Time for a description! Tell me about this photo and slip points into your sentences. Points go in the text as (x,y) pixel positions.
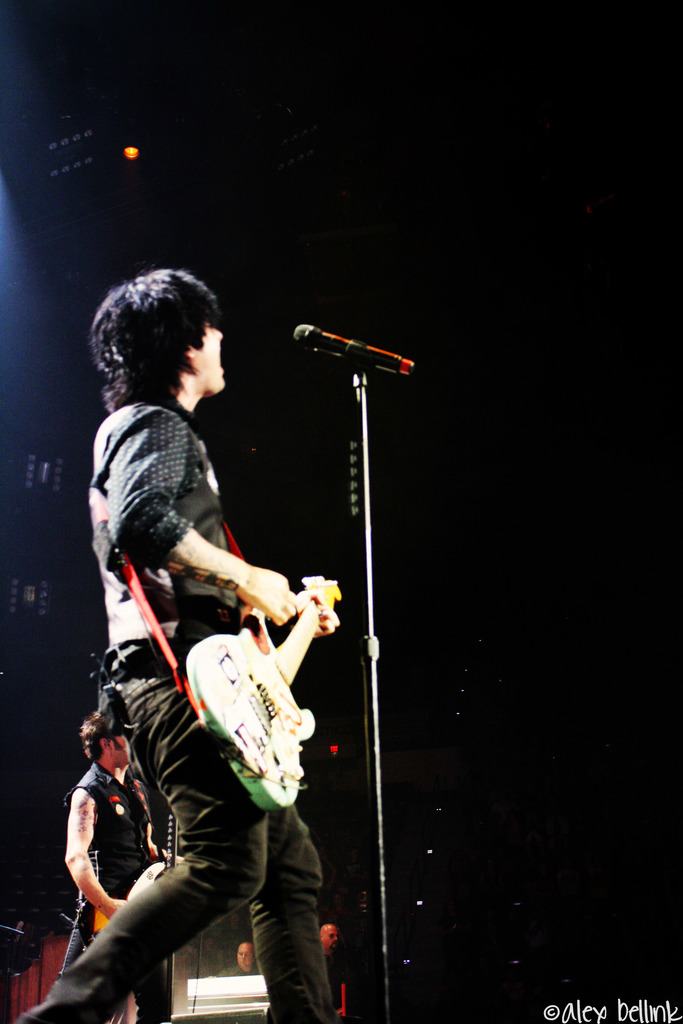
Two men (178,794) are standing on a stage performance by playing guitar (232,709). It is a microphone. In the background (245,958) there are 2 persons (330,945) standing.
